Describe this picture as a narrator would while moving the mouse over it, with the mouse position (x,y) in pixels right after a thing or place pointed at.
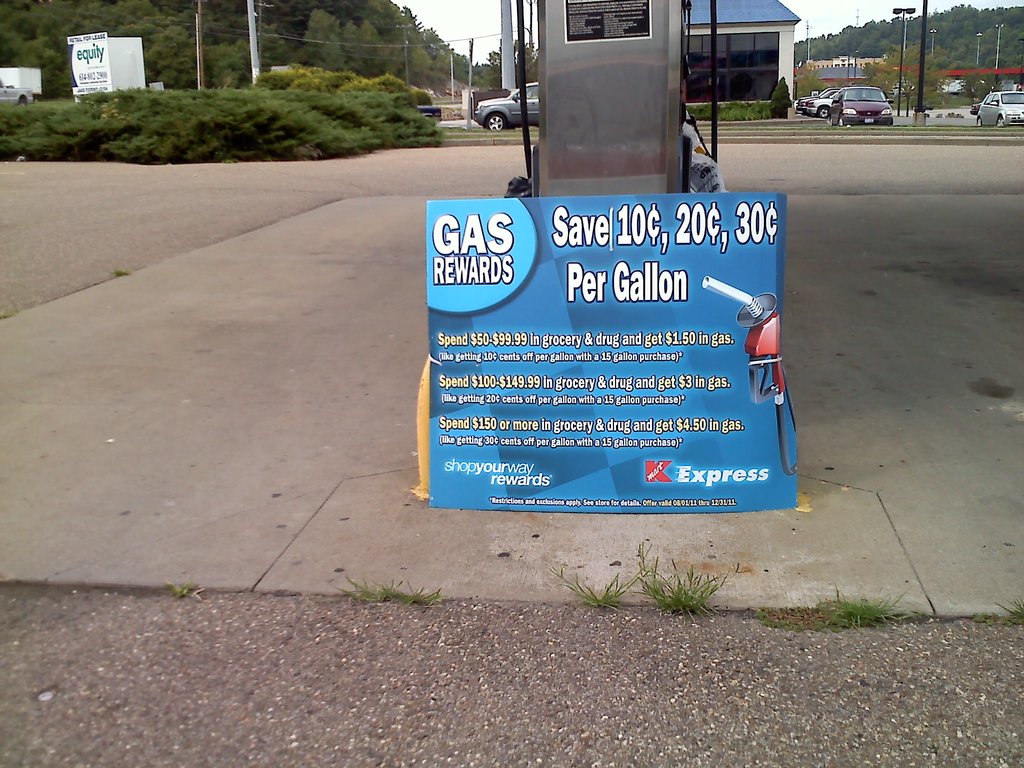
In this image, we can see a board (578,394) with some text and image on it. We can also see the ground (766,137). There are some trees (498,67), vehicles (514,111), grass (487,135). We can also see some trees (497,81) and poles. We can also see some plants (3,118). There are few buildings (738,69). We can also see the sky (527,15).
